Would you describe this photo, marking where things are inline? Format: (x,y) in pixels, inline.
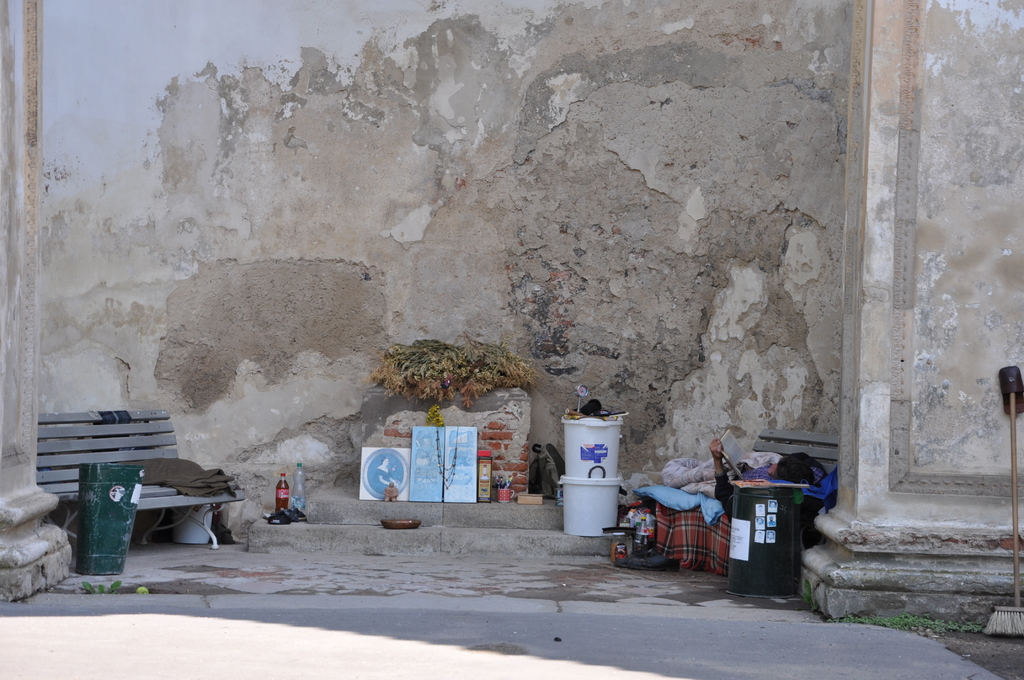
In this image I can see benches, green box (105,566), cup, bottles (301,500), clothes (711,552), one person (795,479) is sleeping and holding a book (721,446) and few objects (573,475) on the floor (439,578). I can see a wall (231,194) and pillar (13,161).
